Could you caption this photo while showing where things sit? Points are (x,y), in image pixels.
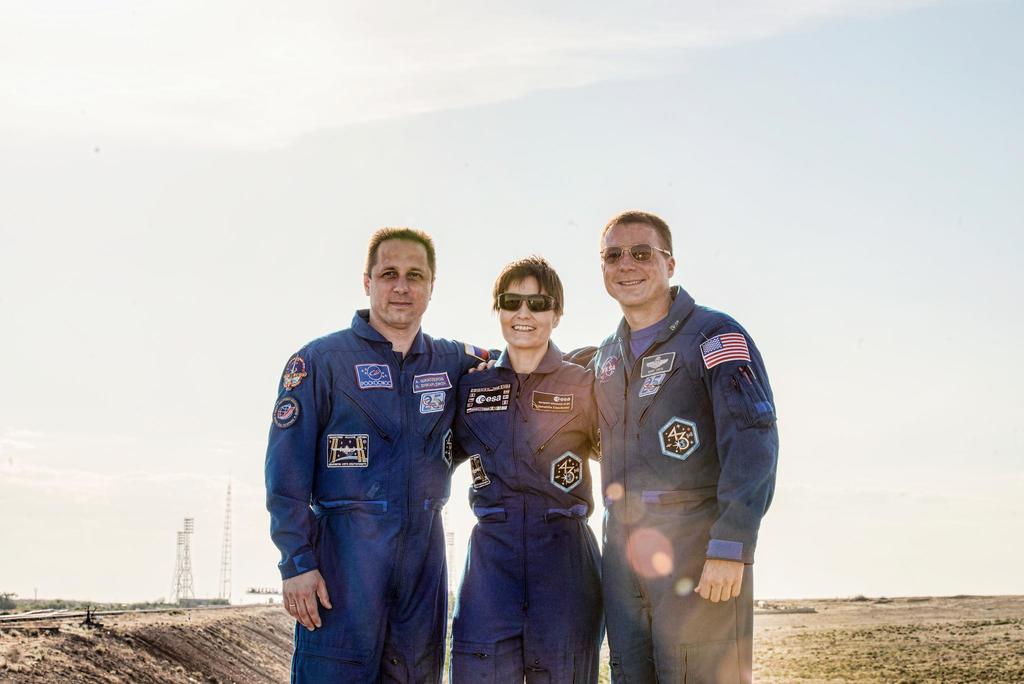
Here I can see three people (541,418) wearing blue color dresses (385,514), standing, smiling and giving pose for the picture. In the background (230,657), I can see the ground (184,628) and two poles (187,551). At the top of the image (423,107) I can see the sky (506,145).
